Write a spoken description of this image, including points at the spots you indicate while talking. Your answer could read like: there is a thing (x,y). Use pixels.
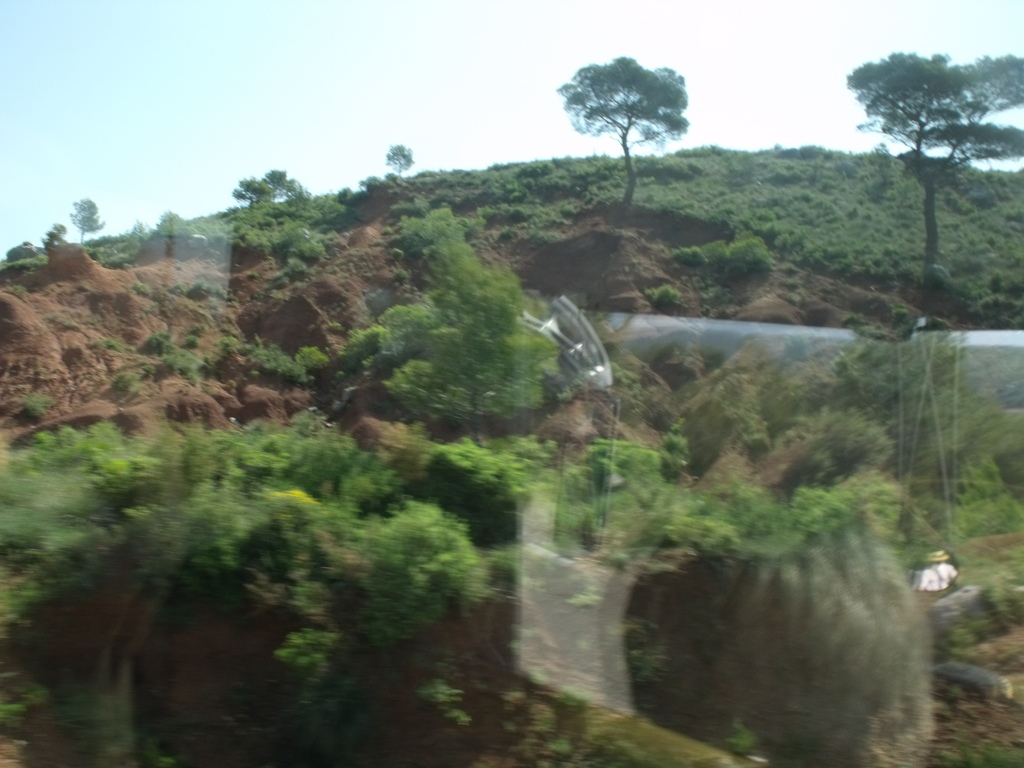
In this image we can see a few trees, plants (575,500) and the wall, in the background (110,186) we can see the sky (120,100).
